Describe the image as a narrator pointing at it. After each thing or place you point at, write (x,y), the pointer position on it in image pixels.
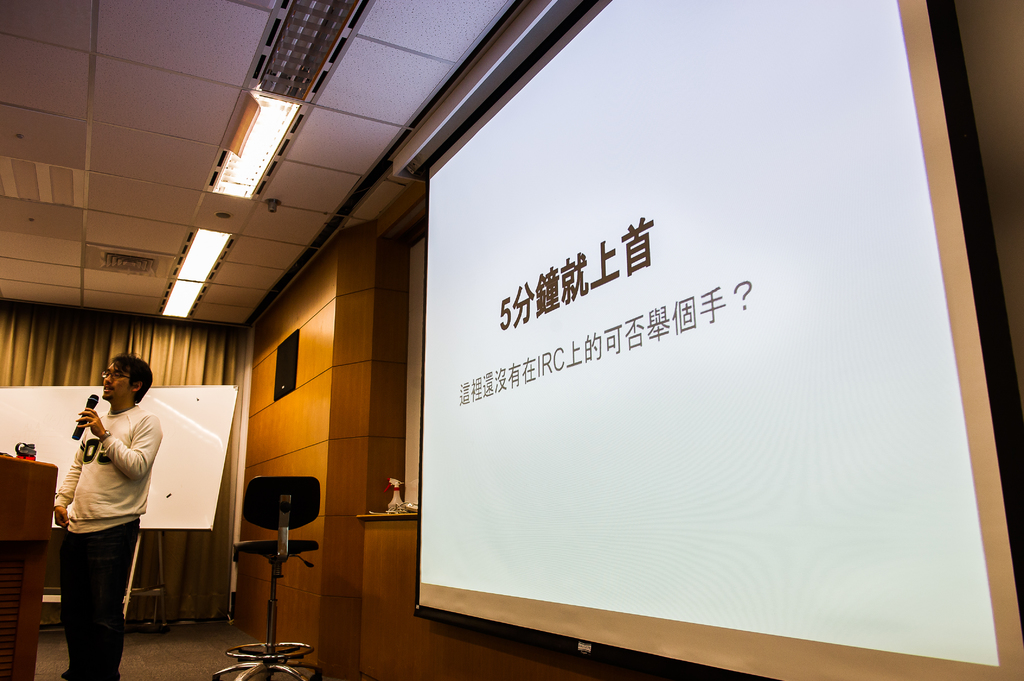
This picture might be taken from the conference hall (345,608). In this image, on the left side (128,451), we can see a man (128,415) wearing a white color shirt (118,434) is standing and holding a microphone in his hand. On the left side (9,496), we can also see a podium (28,482). On the right side (695,593), we can see a screen (756,256), in the screen (716,268), we can see some text (714,291) written on it. In the middle of the image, we can see a chair (290,528). In the background (160,488), we can also see a white color board (231,404), curtains (178,352). On the right side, we can also see a table (381,544), on the table (389,518), we can see a bottle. At the top (82,77), we can see a roof (153,170) with few lights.
